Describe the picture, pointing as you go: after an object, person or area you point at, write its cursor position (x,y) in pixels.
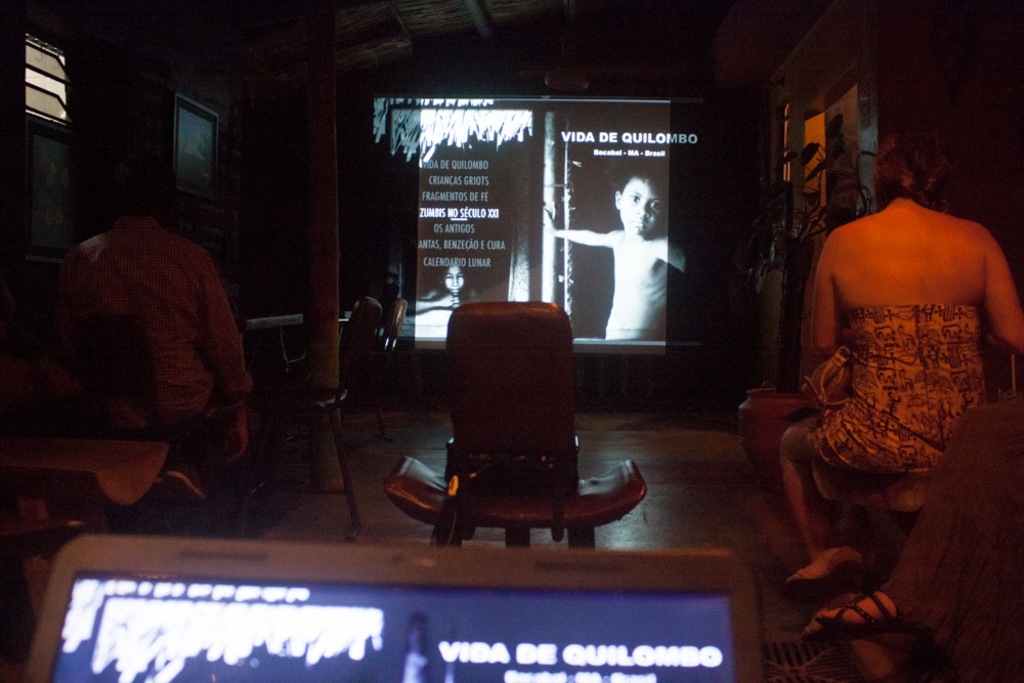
Picture inside of a dark room (776,503). Screen (636,234) is on wall (690,238), on this screen (521,121) there is a kid (655,256). These two persons (914,249) are sitting on chairs (104,368). On the bottom of the image (533,588) there is a screen (654,639) of device (671,675).
